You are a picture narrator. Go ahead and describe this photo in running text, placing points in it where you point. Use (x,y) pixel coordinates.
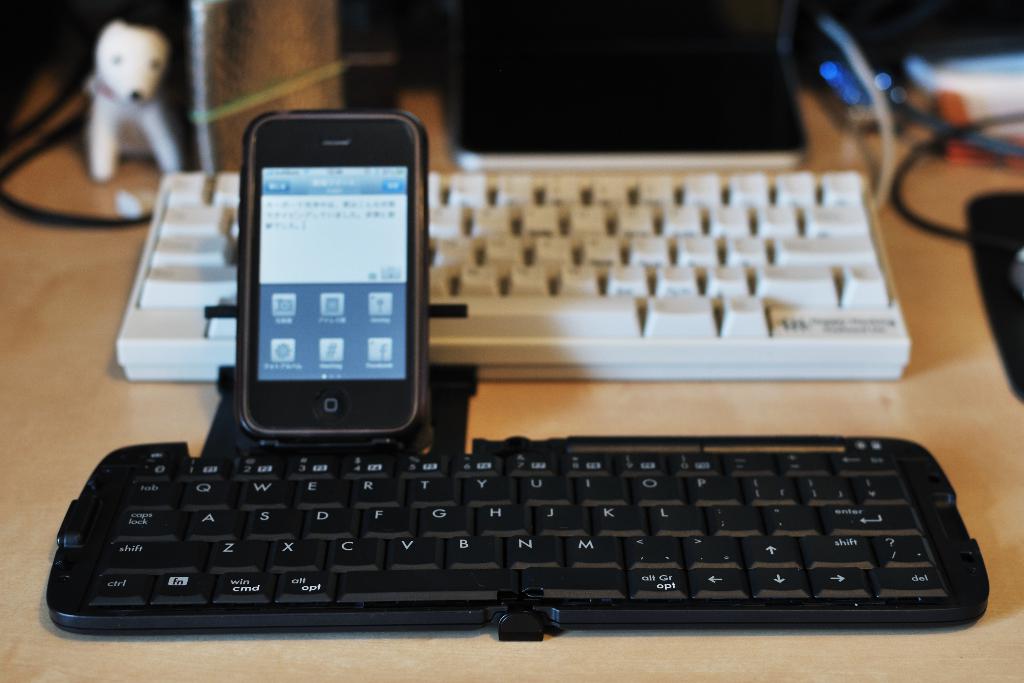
In the foreground of this picture (449,556), there is a black keyboard (648,604) and a mobile (383,255) attached to the mobile holder (446,386). In the background (567,117), there are keyboard (486,242), toy (134,81), cables (874,104), laptop (786,90) on the table (937,294).
